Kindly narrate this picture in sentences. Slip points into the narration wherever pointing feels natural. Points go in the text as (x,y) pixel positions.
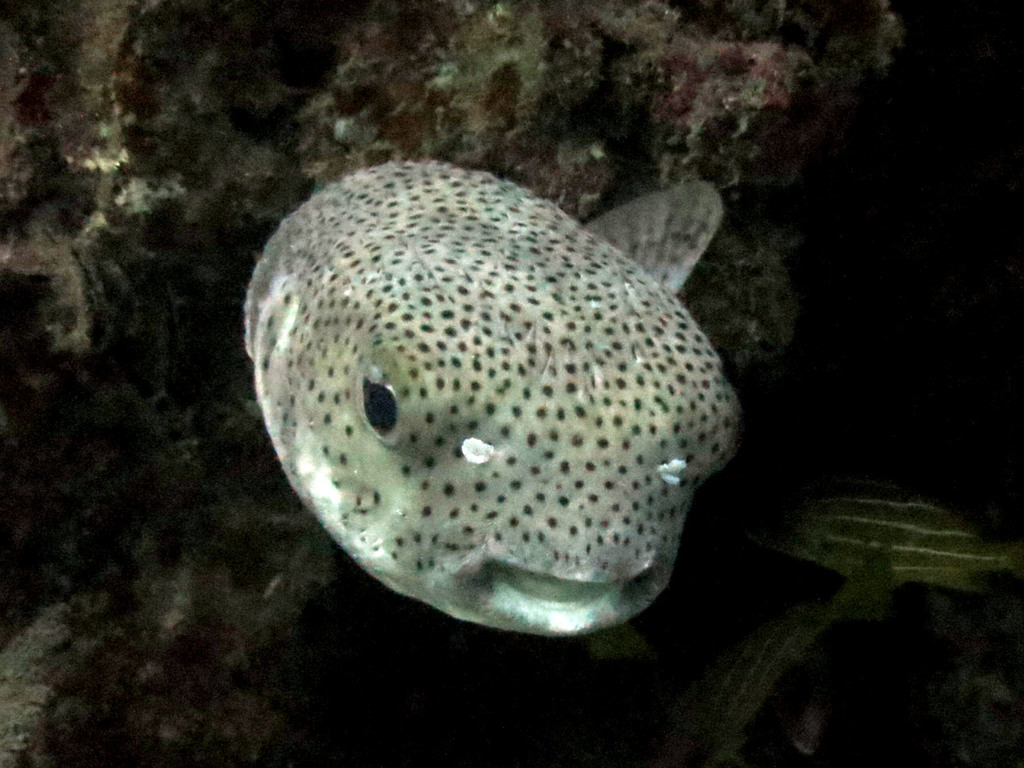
This is the image of sea animals (465,518). And it seems to be rocks (247,212) in the background (38,40).
